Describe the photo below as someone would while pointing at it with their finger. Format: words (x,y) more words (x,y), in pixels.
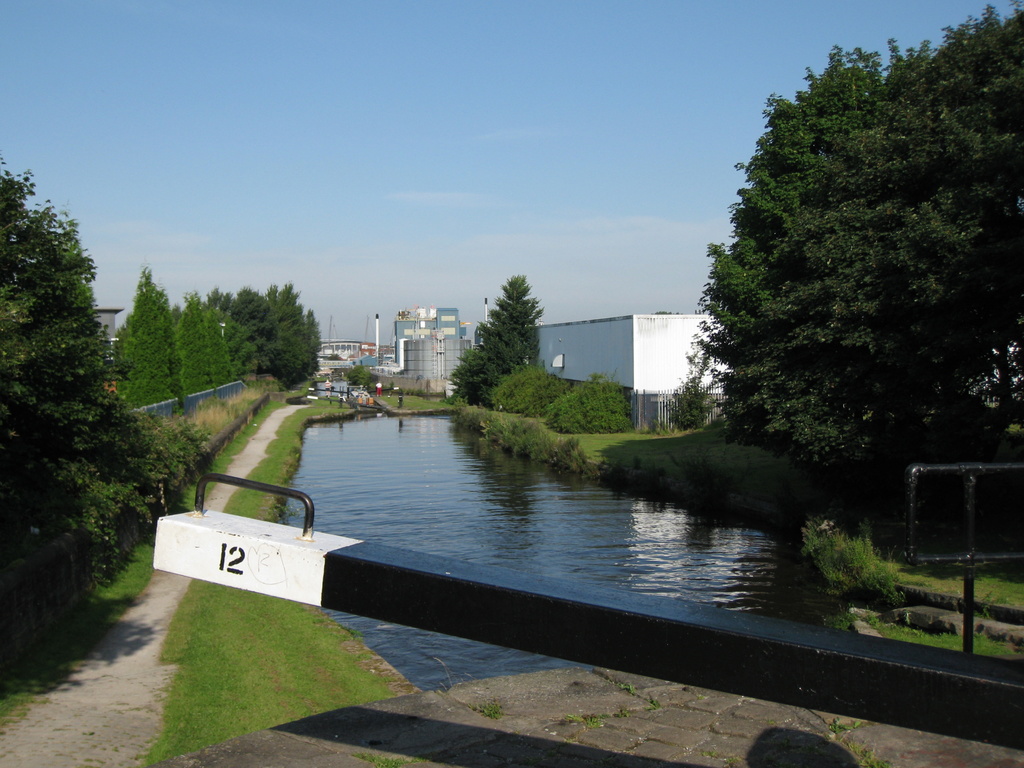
This picture shows a water canal (449,528) and we see trees (699,375) on the either side and we see few buildings (463,338) and a blue cloudy sky (307,153).
